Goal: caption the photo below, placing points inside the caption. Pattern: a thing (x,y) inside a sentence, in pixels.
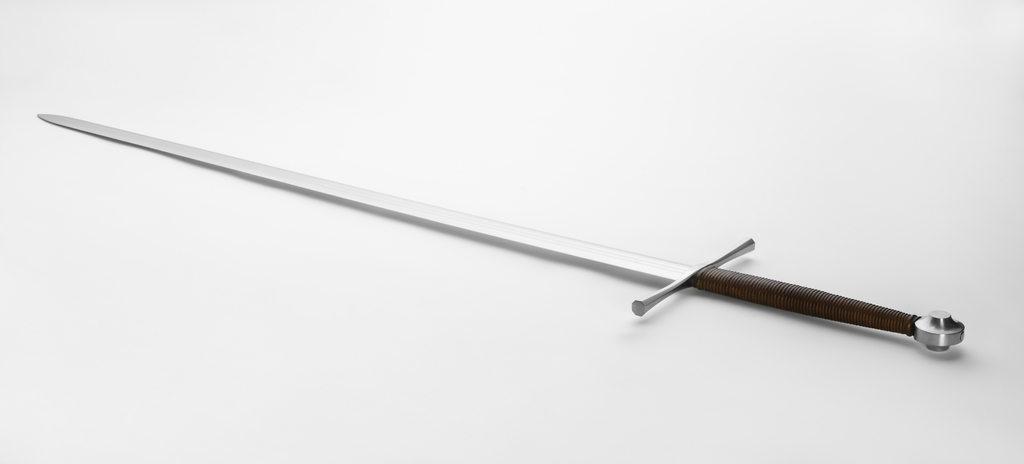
In this image I can see a sword (840,311).
